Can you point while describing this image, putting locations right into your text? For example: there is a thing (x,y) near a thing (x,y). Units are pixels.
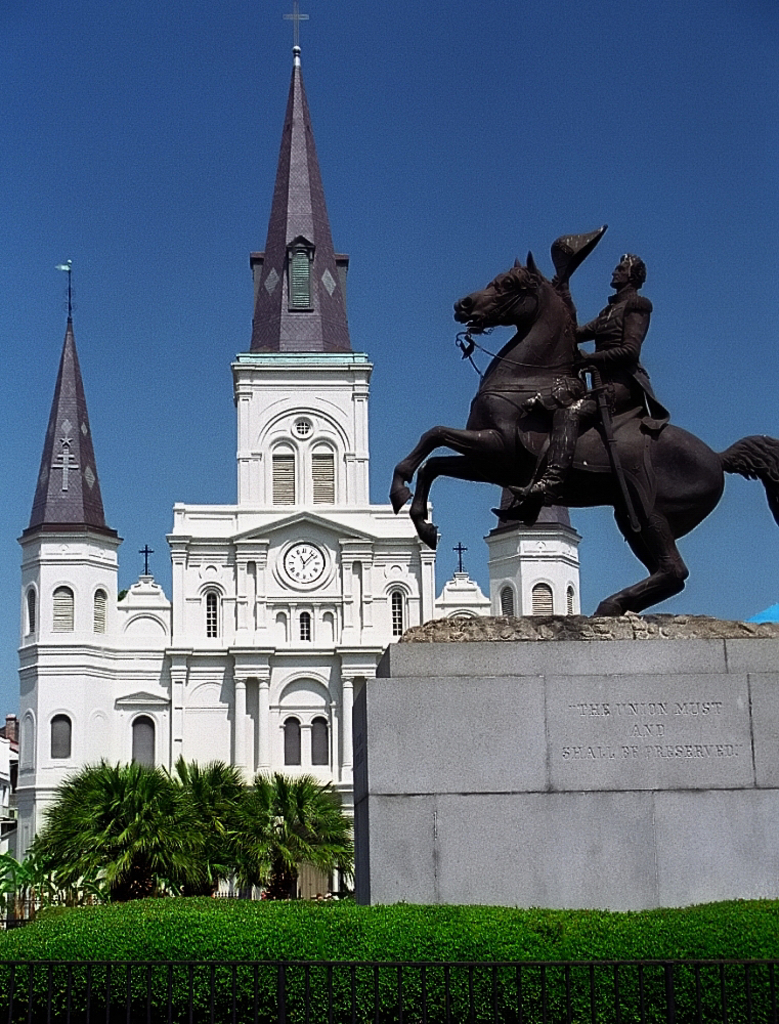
In the picture i can see a statue (492,421) which is of a person (586,402) sitting on horse (465,468), there is grass (665,951), there are trees (145,827) and in the background of the image (9,416) there is building (214,537), there is clear sky (353,184).
